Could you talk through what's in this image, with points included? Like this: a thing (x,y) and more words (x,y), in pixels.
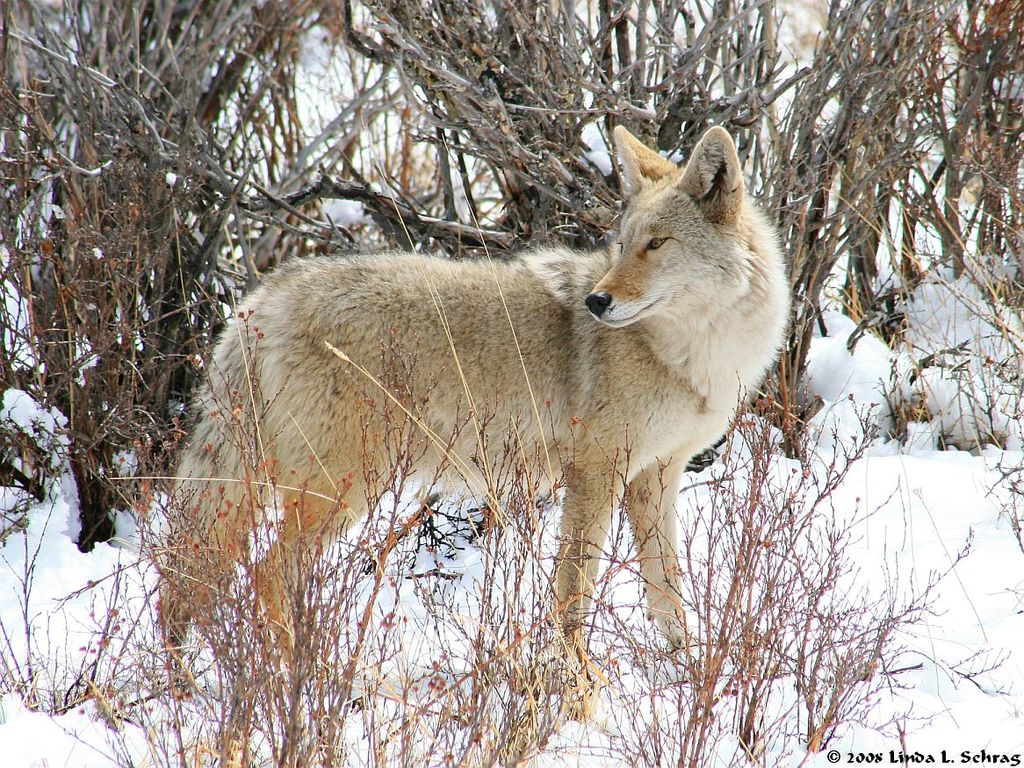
In the image we can see there is a coyote (612,410) standing on the ground (461,585) and there is snow (441,673) on the ground (521,652). There are plants (521,652) on the ground (145,612) and behind there are dry trees (440,150).
